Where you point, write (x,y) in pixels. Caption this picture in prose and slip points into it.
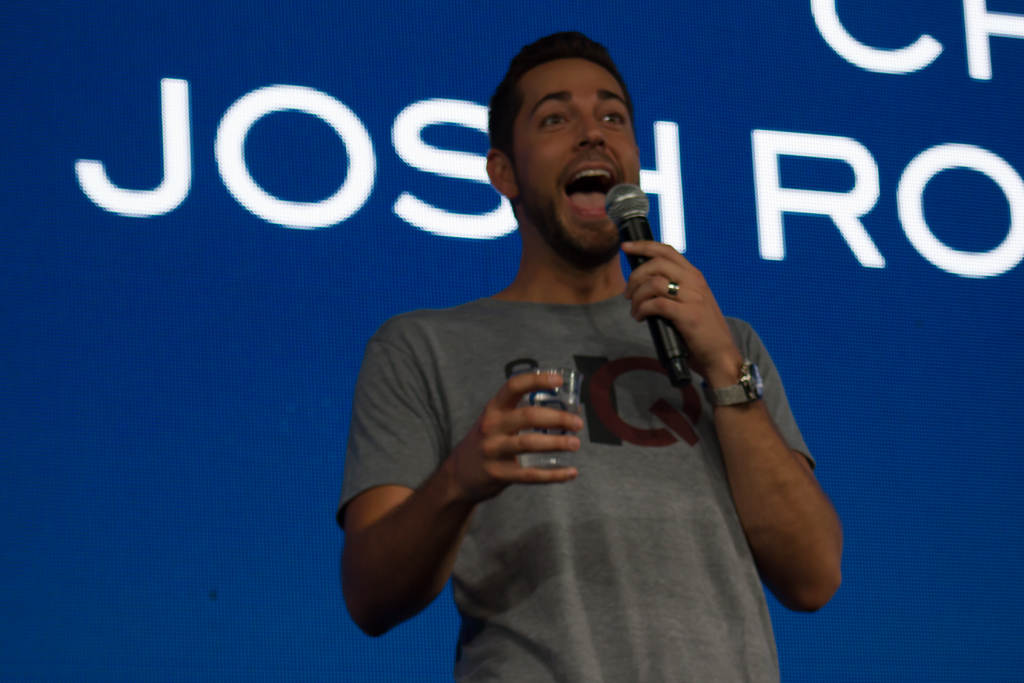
A man (506,98) is speaking holding a mic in one hand (696,320) and glass (532,397) in another.
